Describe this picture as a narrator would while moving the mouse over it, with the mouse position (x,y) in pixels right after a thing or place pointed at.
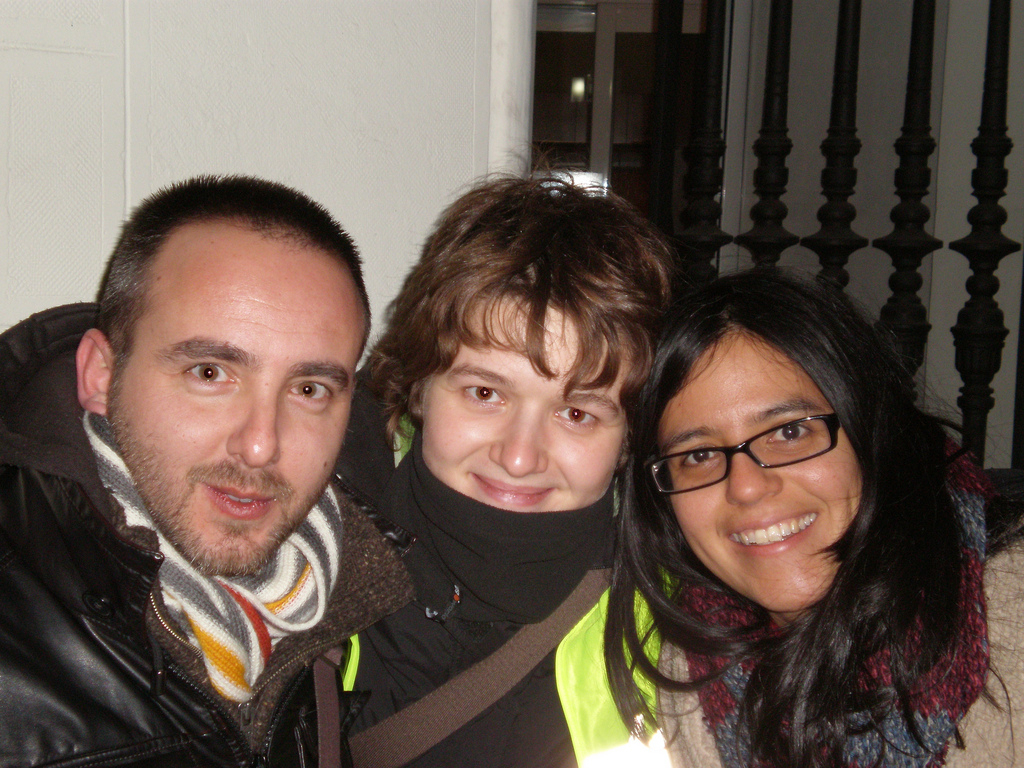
In this picture there are people (573,358) smiling and we can see walls (369,139) and railing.
